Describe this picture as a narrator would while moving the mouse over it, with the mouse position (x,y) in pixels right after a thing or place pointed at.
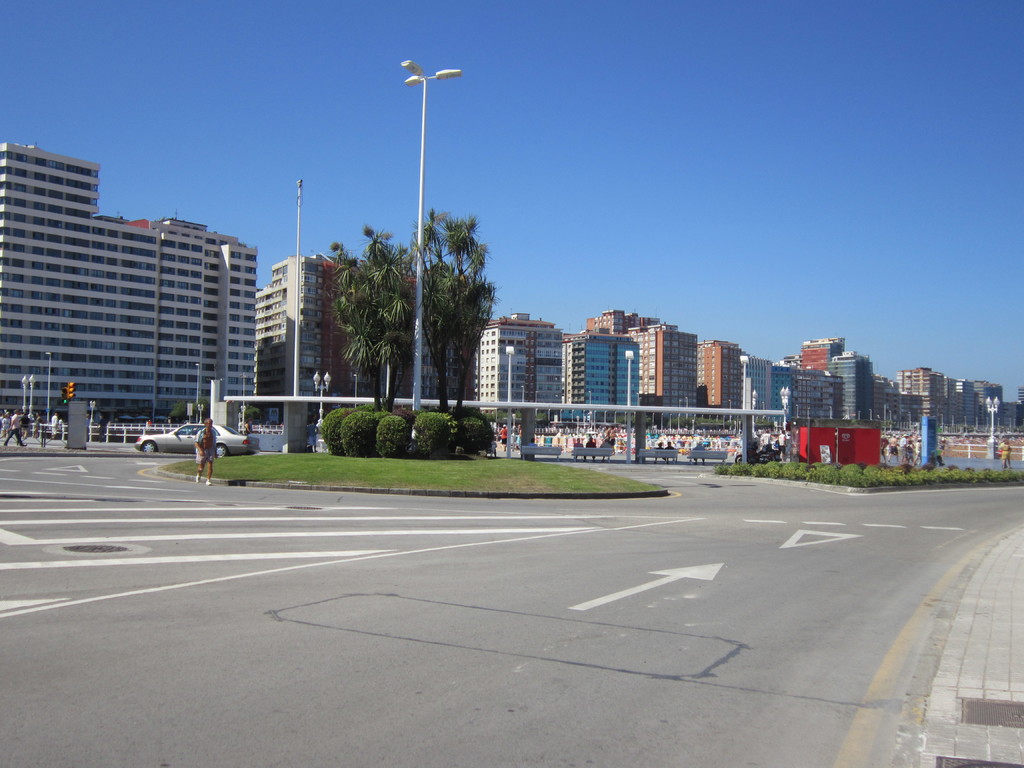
In this picture we can see road (733,508), grass (539,465), plants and trees (379,382). There are people (309,442) and we can see poles (416,265), lights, traffic signal (71,386), car (174,438) and buildings (268,320). In the background of the image (857,236) we can see the sky (858,239) in blue color.
